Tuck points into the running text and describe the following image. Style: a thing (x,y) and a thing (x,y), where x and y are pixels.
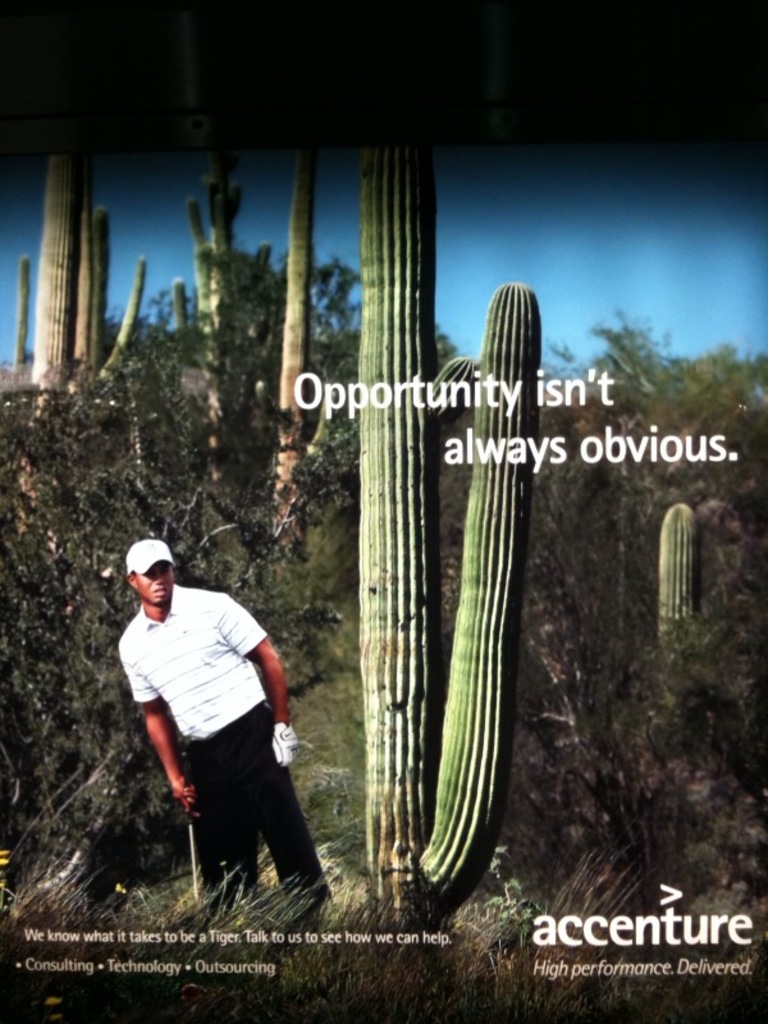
In this image we can see plants (612,760), cactus (523,582), blue sky (543,332), grass (528,990) and a person (295,836). Something is written on the picture.
